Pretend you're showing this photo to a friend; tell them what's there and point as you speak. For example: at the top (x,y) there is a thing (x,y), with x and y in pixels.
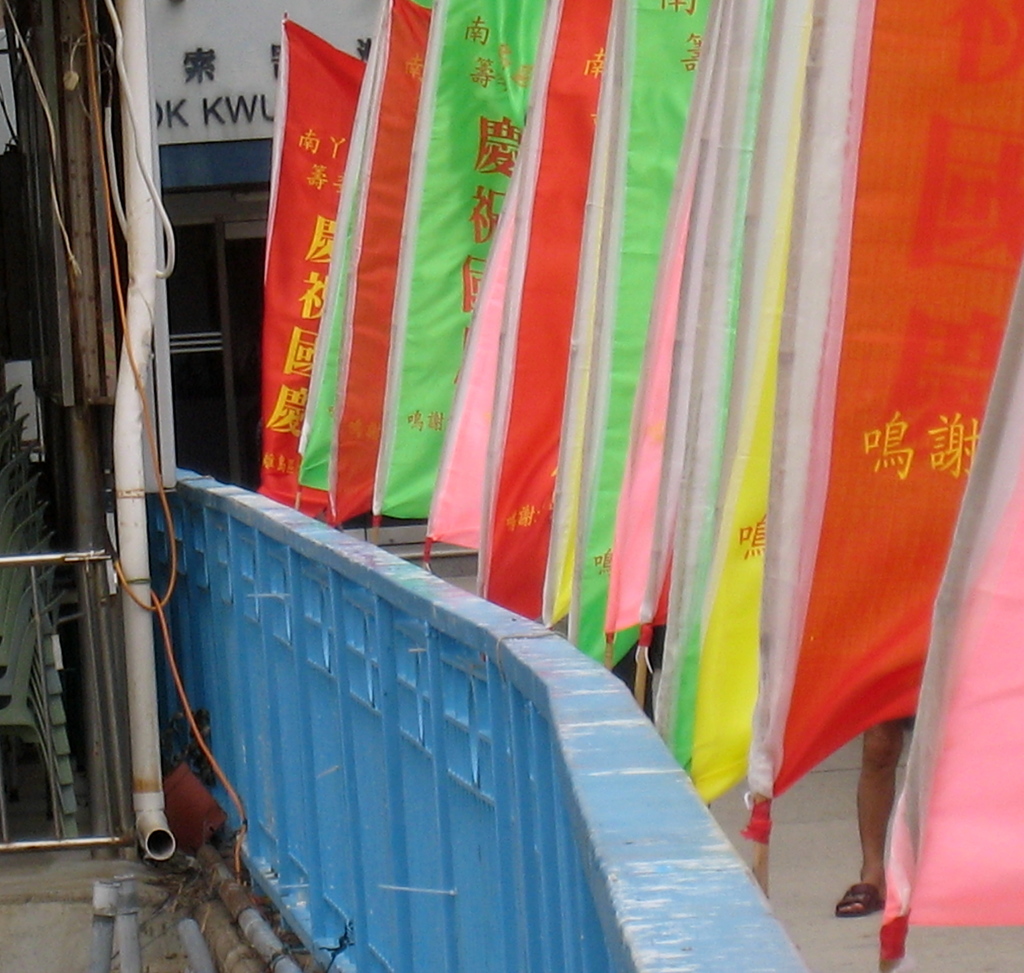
On the right side of the image (871,691) there are flags (344,308) and there is a person (877,753), beside the flags (592,624) there is a railing (259,627). On the left side of the image (47,723) there are chairs (61,666) and some other objects (125,774). In the background (204,216) there is a building (189,151).
